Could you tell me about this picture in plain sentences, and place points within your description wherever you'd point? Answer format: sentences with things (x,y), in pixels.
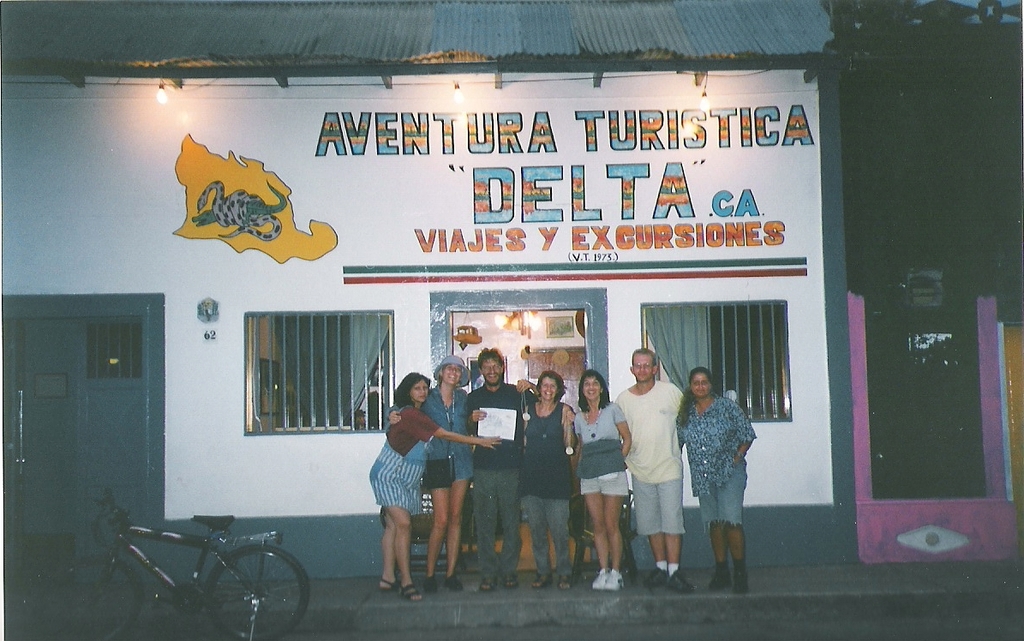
In the picture I can see a few women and men (636,409) are standing and smiling. Here we can see a bicycle (191,595) parked here. In the background (133,267), I can see a house (269,294) on which I can see some text (747,121) is painted, I can see the lamps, windows (290,373), curtains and the right side of the image (916,192) is dark.
